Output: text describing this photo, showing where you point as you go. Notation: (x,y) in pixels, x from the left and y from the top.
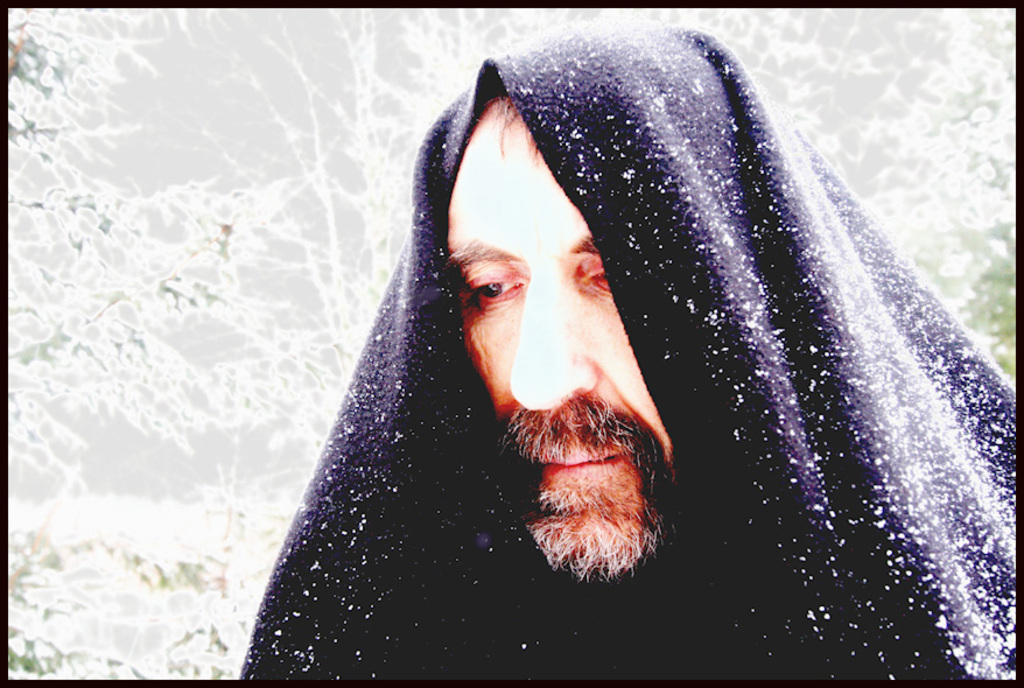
In this image, we can see a person (537,507) covered with cloth (678,410). On the cloth (666,504), we can see the snow (946,563). Background (982,78) there are few plants (372,292). Here we can see black color borders (333,1) in the image.
